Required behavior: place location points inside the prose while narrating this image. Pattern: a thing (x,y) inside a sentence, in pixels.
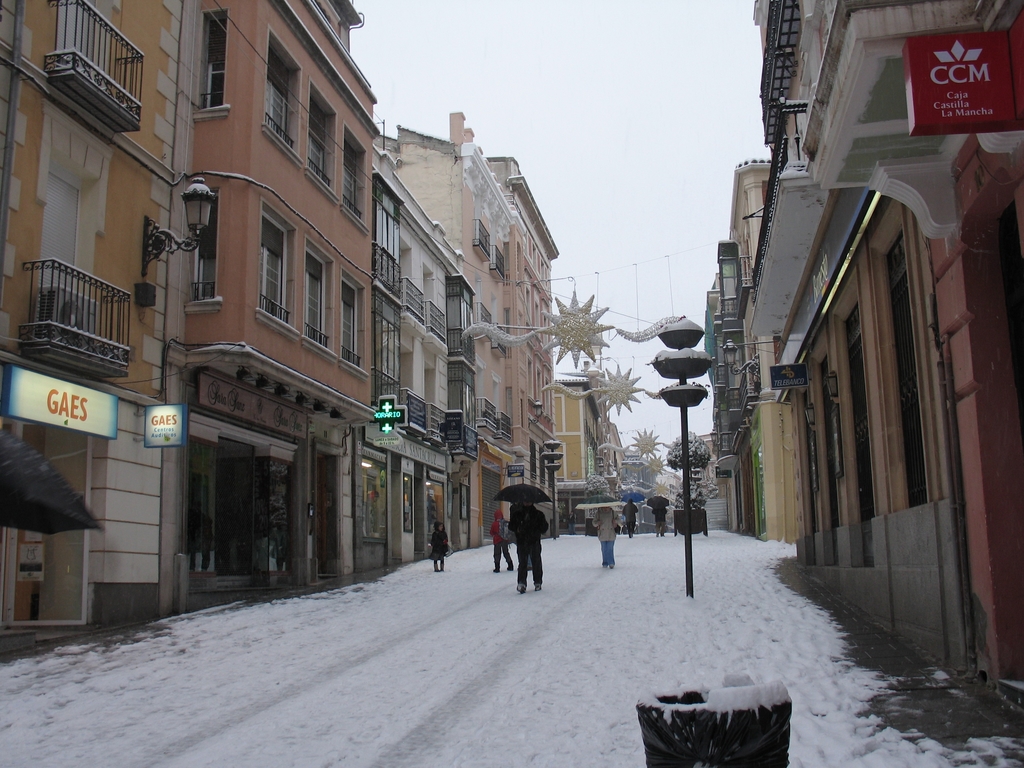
This picture is clicked outside the city. At the bottom of the picture (473,721), we see the road (487,719) which is covered with the ice (507,682). Here, we see people (603,531) are holding the umbrellas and are walking on the road (690,662). Beside them, we see a pole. On either side of the picture, we see buildings (1001,526) and boards (90,415) in white, black and red color with some text (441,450) written on it. At the bottom (723,746), we see a box (734,737) or a garbage bin (718,723) in black color. On the left side (191,207), we see the streetlight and the railing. There are buildings (638,481) and street lights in the background (606,470). At the top (616,139), we see the sky (552,103).
